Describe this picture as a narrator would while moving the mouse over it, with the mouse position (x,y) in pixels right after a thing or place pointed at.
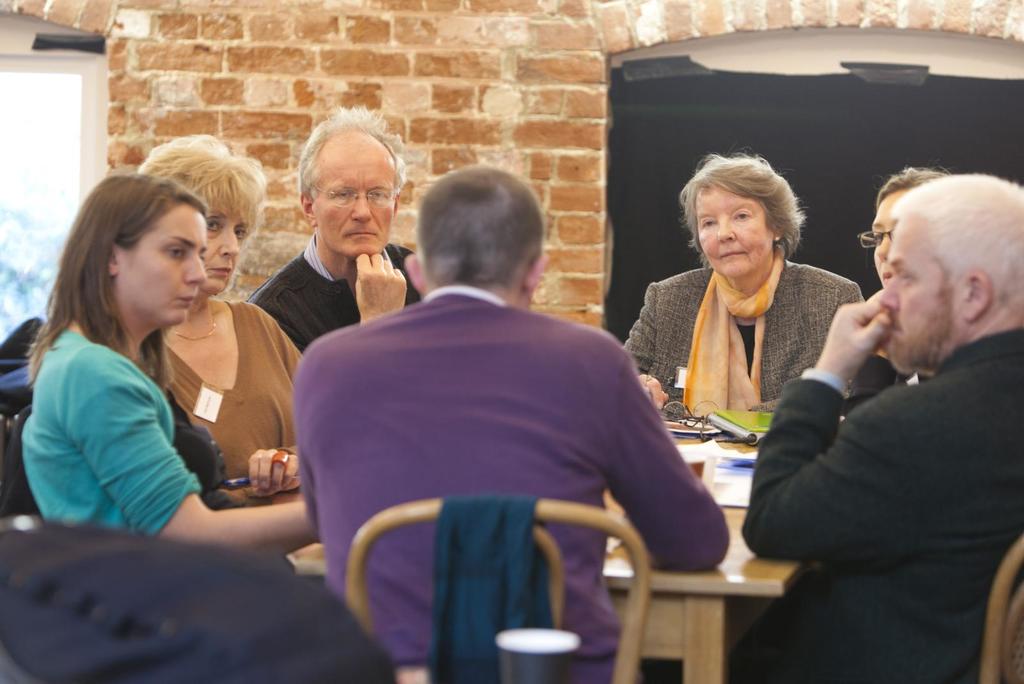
In this image there is a table (798,565) and we can see people (336,335) sitting around the table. There are papers (719,457) and we can see some things (710,426) placed on the table (716,573). In the background (569,126) there is a wall (552,24) and we can see windows (67,118). At the bottom (170,620) there is a bag (170,620).
